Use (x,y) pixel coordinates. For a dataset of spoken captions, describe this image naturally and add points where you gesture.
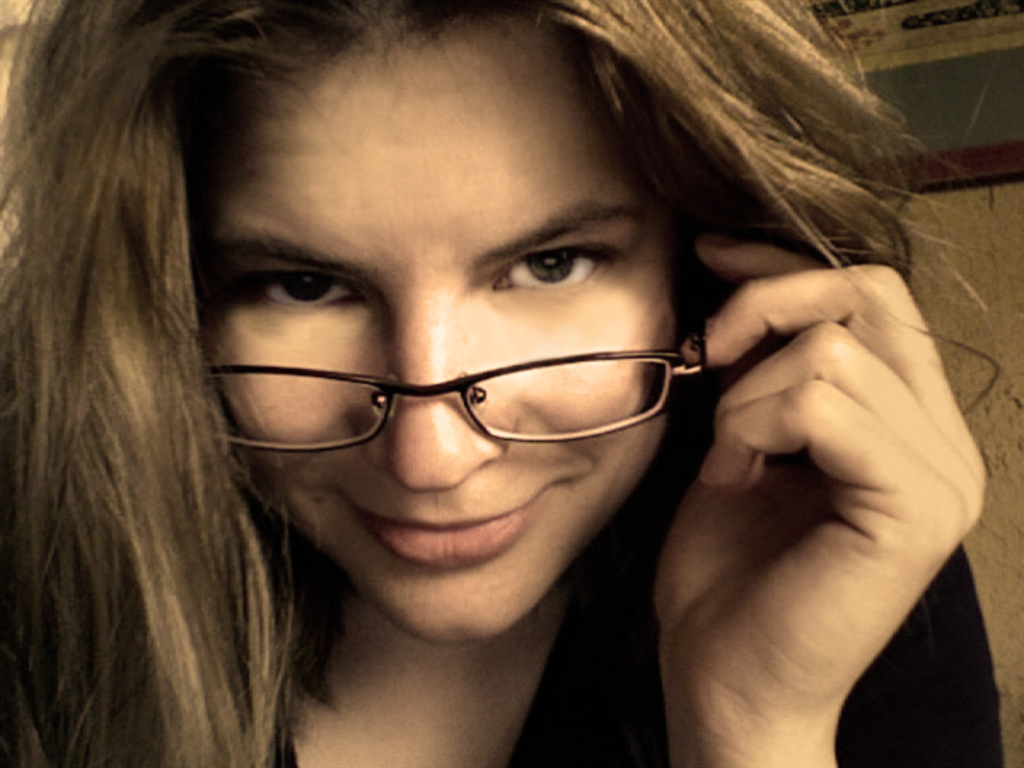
In this picture I can see a woman (436,159) wearing spectacles (541,407) and I can see wall (961,267) in the background (970,341).
